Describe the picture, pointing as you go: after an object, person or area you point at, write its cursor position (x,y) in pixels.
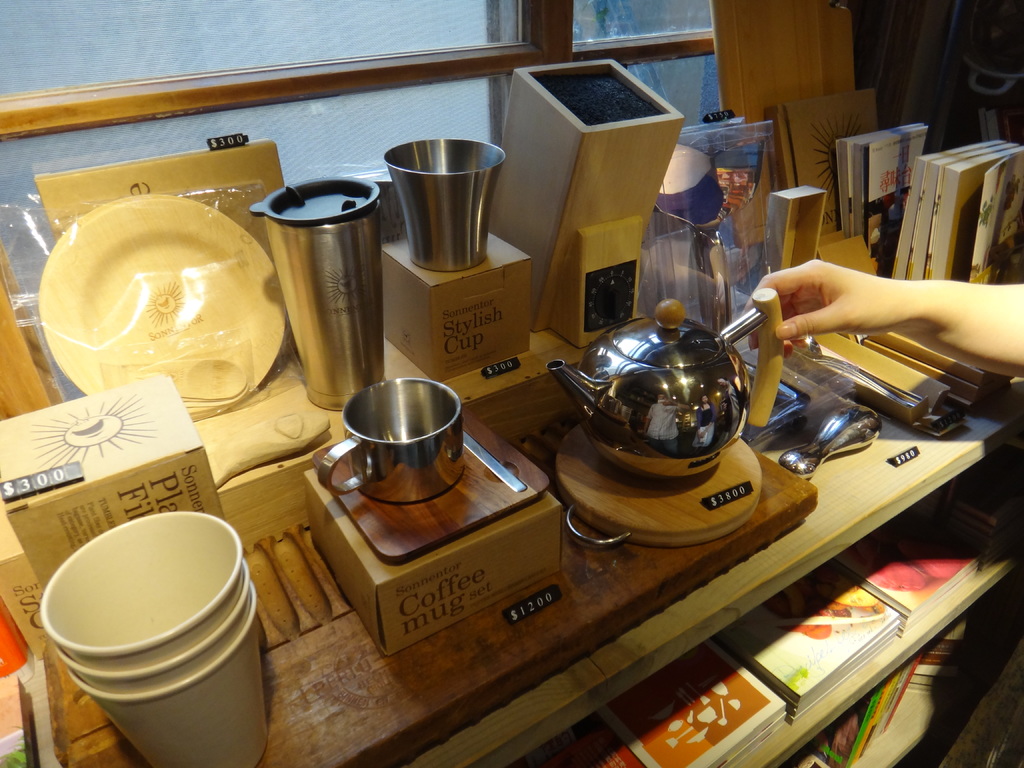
In this image we can see hand (827,278) of a person (792,300) holding a kettle (697,450). Here we can see glasses (197,656), cup (470,142), mug (358,392), plates (182,361), boxes (489,334), books (884,617), and few objects (581,494) on the racks (564,704). In the background (341,3) we can see glass (654,67).
